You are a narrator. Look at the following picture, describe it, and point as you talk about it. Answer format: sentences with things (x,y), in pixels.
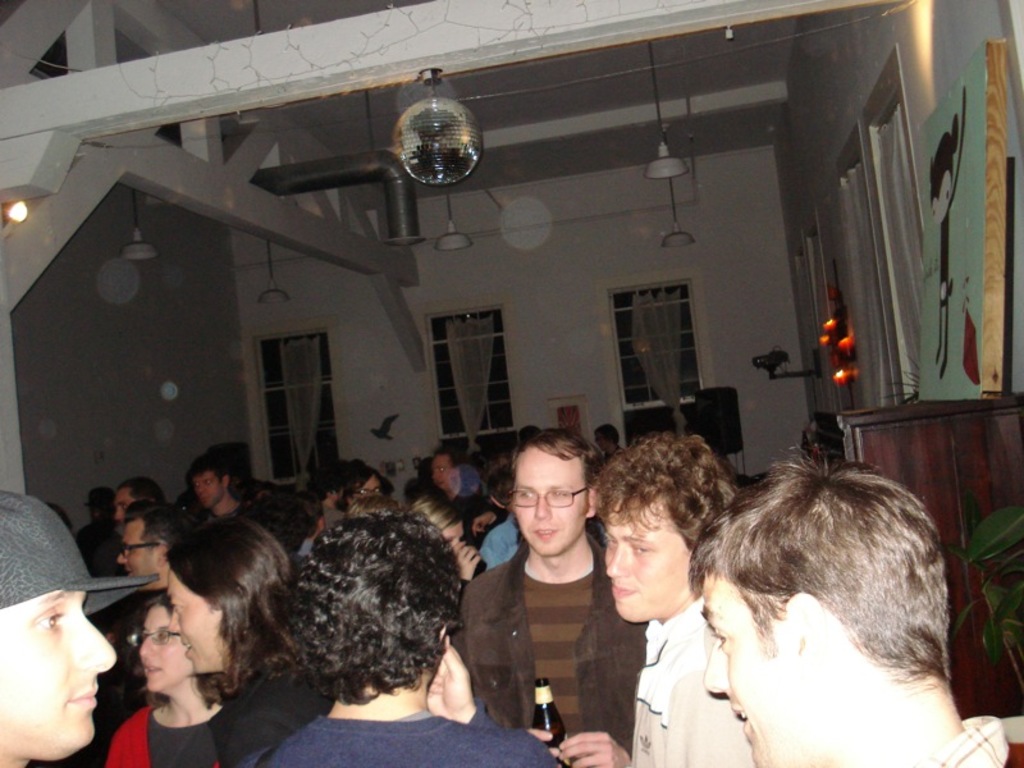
In this picture I can see some people (317,656) are inside the building (564,331), windows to the walls (753,355) and some lights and few things (999,341) are placed around.
